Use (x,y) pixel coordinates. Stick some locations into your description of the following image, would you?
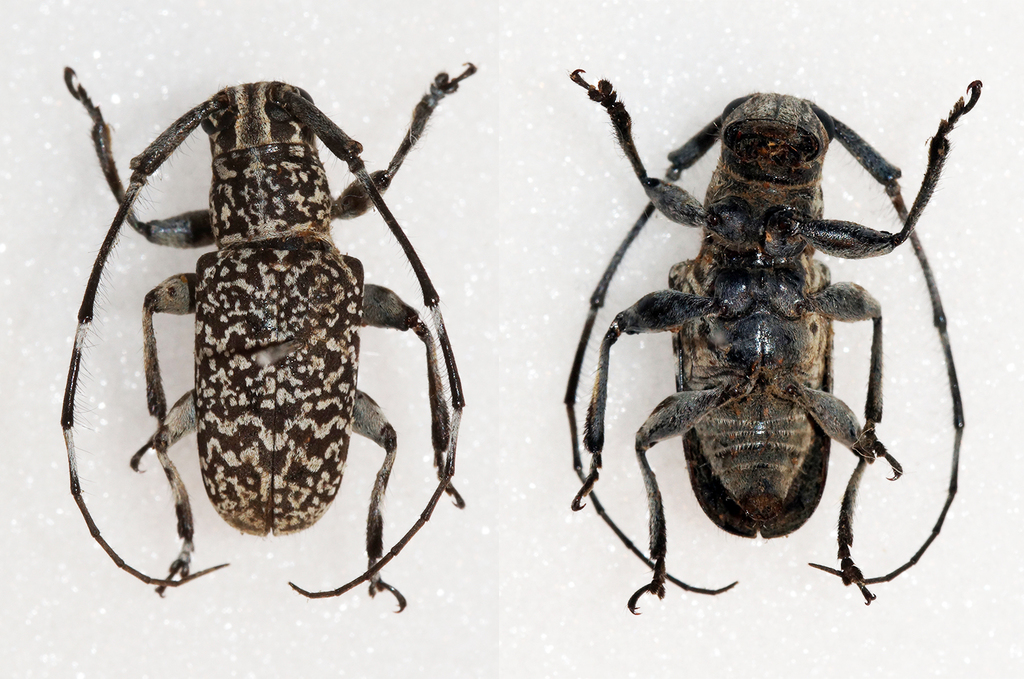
In this image we can see two insects (295,457) and the background (532,625) is white in color.
